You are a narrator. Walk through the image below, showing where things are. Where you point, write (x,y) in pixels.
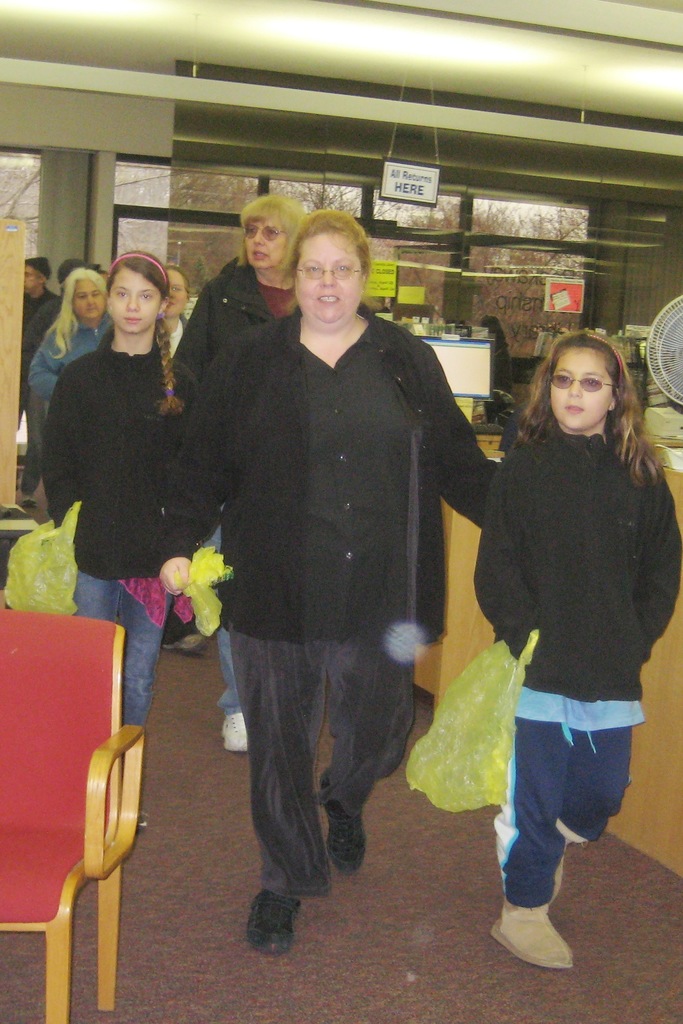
In the picture we can see many women (278,414) walking and they are holding a yellow color plastic bag (467,732) in their hand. There is a red color chair (38,759).
